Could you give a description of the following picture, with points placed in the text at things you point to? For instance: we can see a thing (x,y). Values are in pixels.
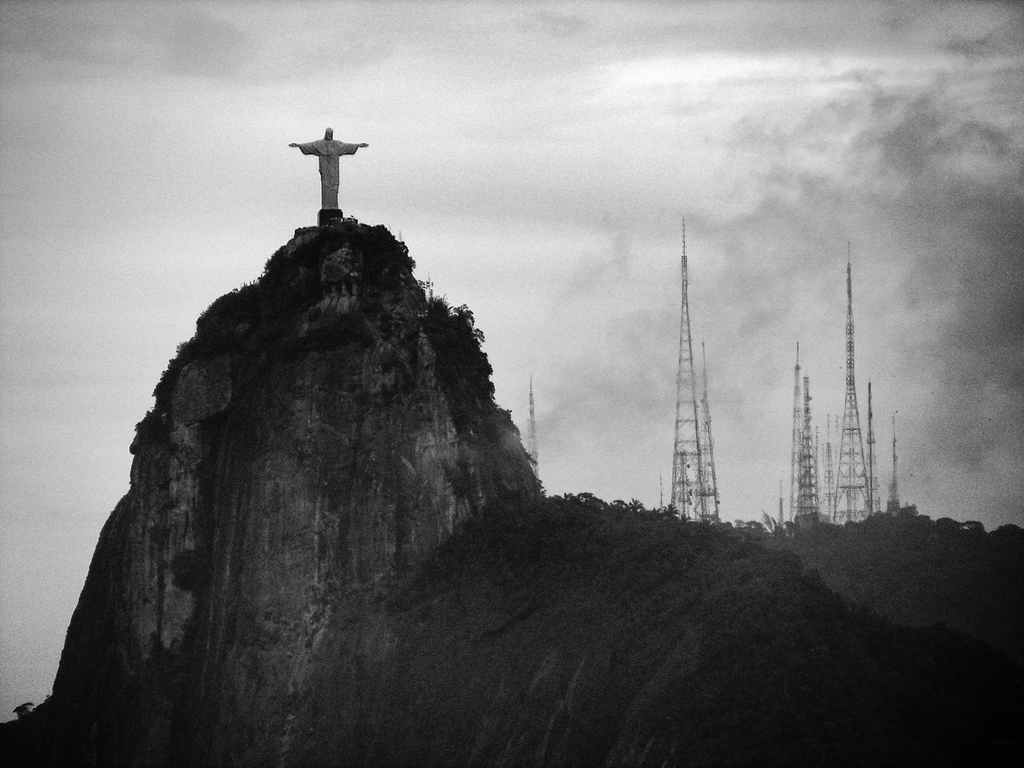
In this image, we can see a mountain (383,438), on that mountain (323,251) there is a statue (325,196), at the right side (807,442) there are some towers (699,451), at the top (545,63) there is a sky (607,397) which is cloudy.
